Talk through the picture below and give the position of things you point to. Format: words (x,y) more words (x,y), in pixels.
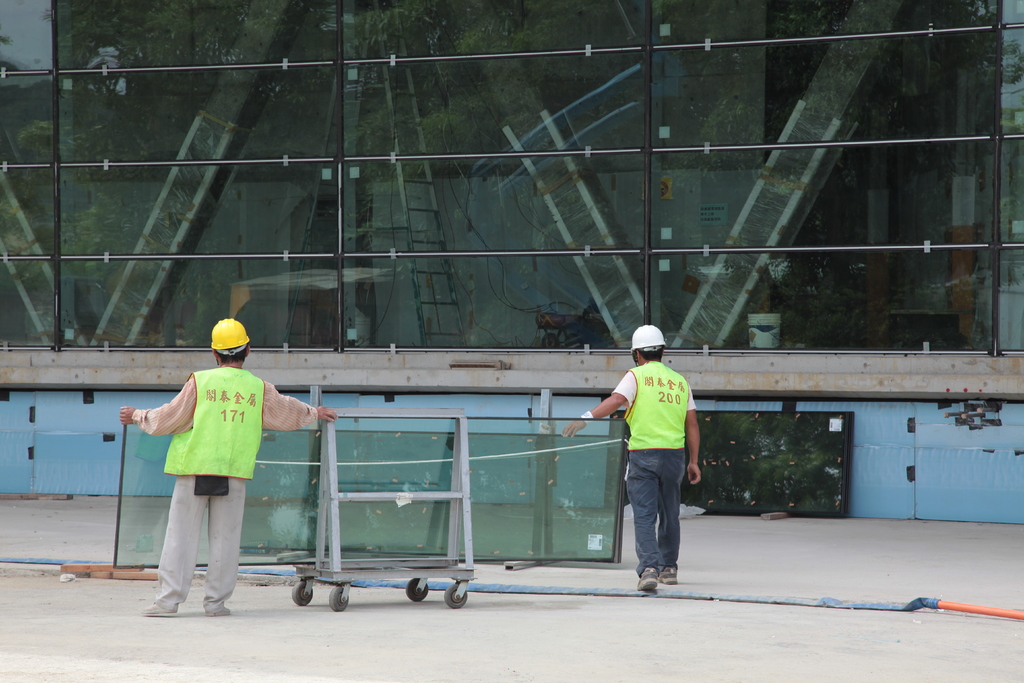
In the picture we can see a two persons (220,554) standing and wearing a jacket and helmets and holding a glass (609,551) on the cart (462,421) with wheels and in the background (933,411) we can see construction building (73,363).
